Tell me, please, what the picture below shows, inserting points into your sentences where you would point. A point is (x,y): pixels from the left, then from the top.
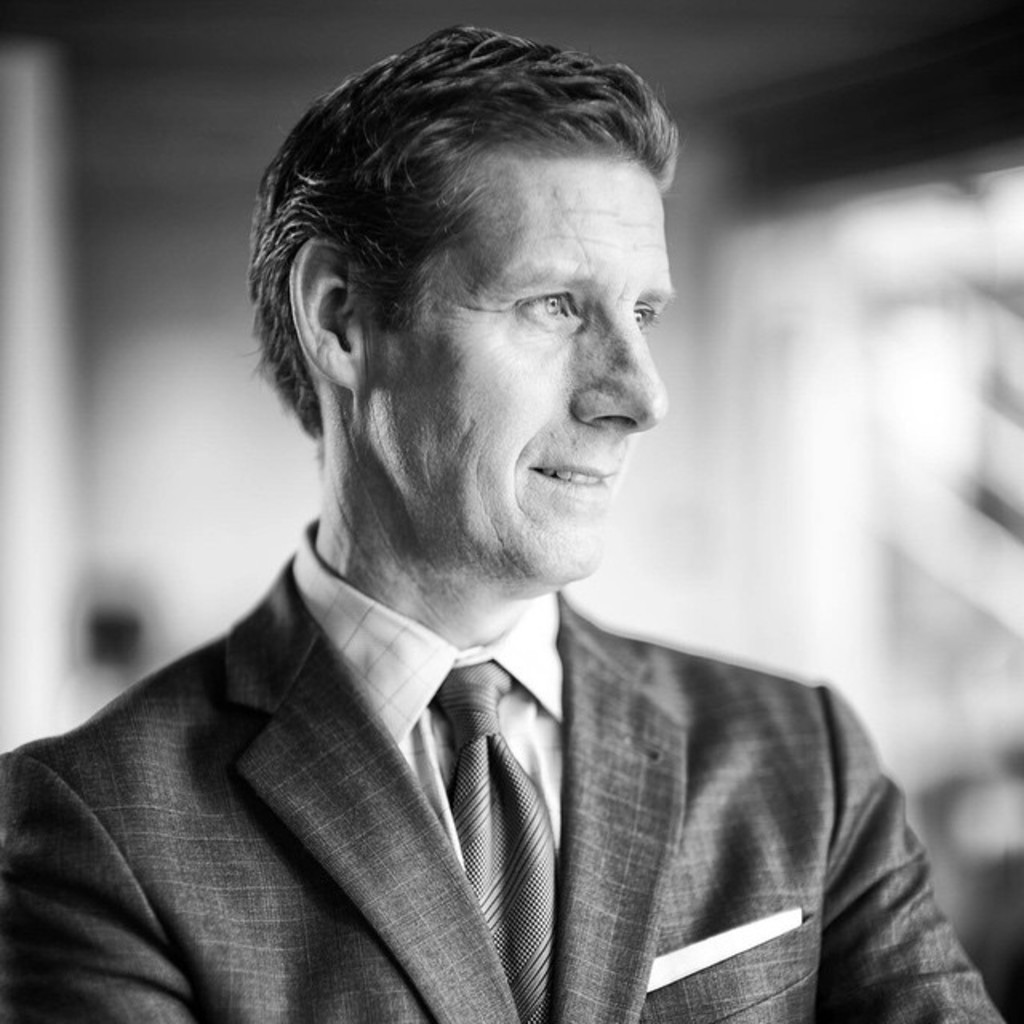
In this black and white picture a person (445,773) is wearing suit (296,776) and tie (512,799). Background (37,458) is blurry.
